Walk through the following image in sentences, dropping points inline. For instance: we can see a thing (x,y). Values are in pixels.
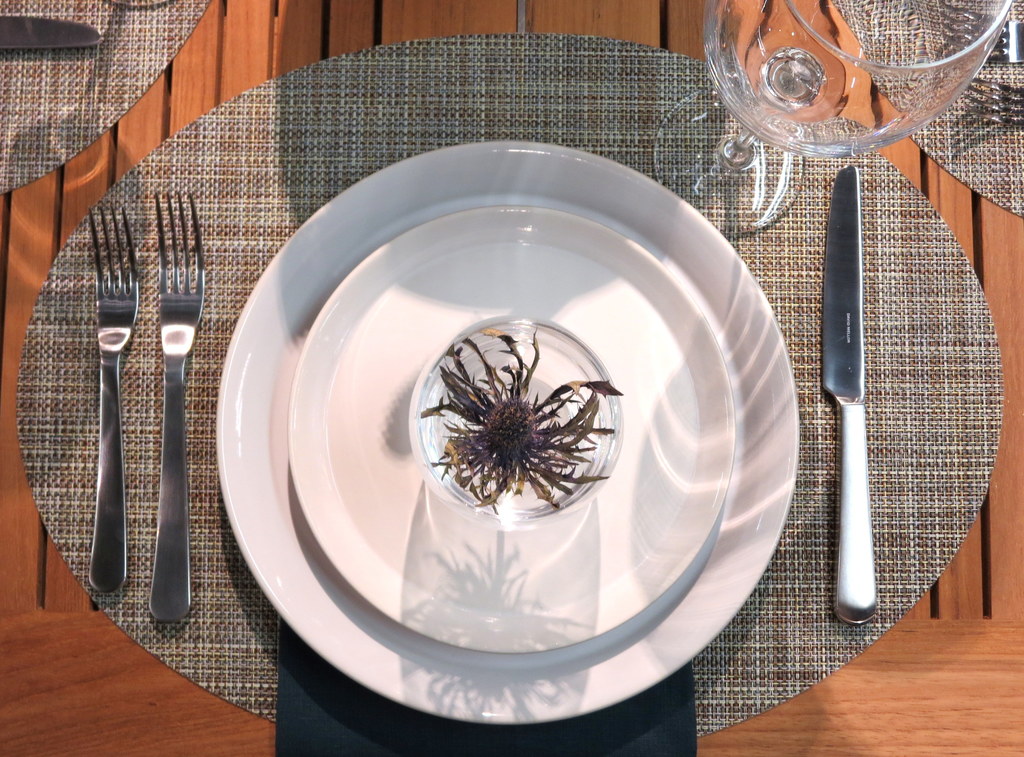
In this image we can see a table (252,39). On the table (248,44) there are table mats (227,146), cutlery (848,297), serving plates (700,317), paper weight (604,384) and a wine glass (669,164).
